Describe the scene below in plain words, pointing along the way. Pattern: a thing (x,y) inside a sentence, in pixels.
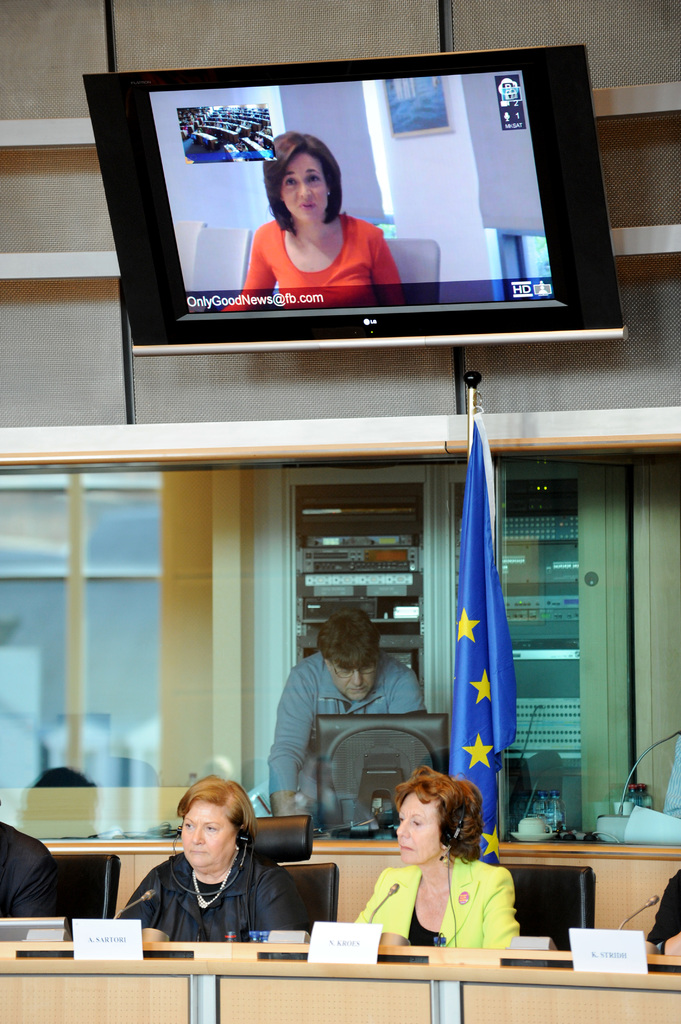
The top picture is displaying a video call and the bottom picture is displaying a group of people (195,843) sitting in a chair (293,836) and there is a person (352,699) standing in the background (346,705).
